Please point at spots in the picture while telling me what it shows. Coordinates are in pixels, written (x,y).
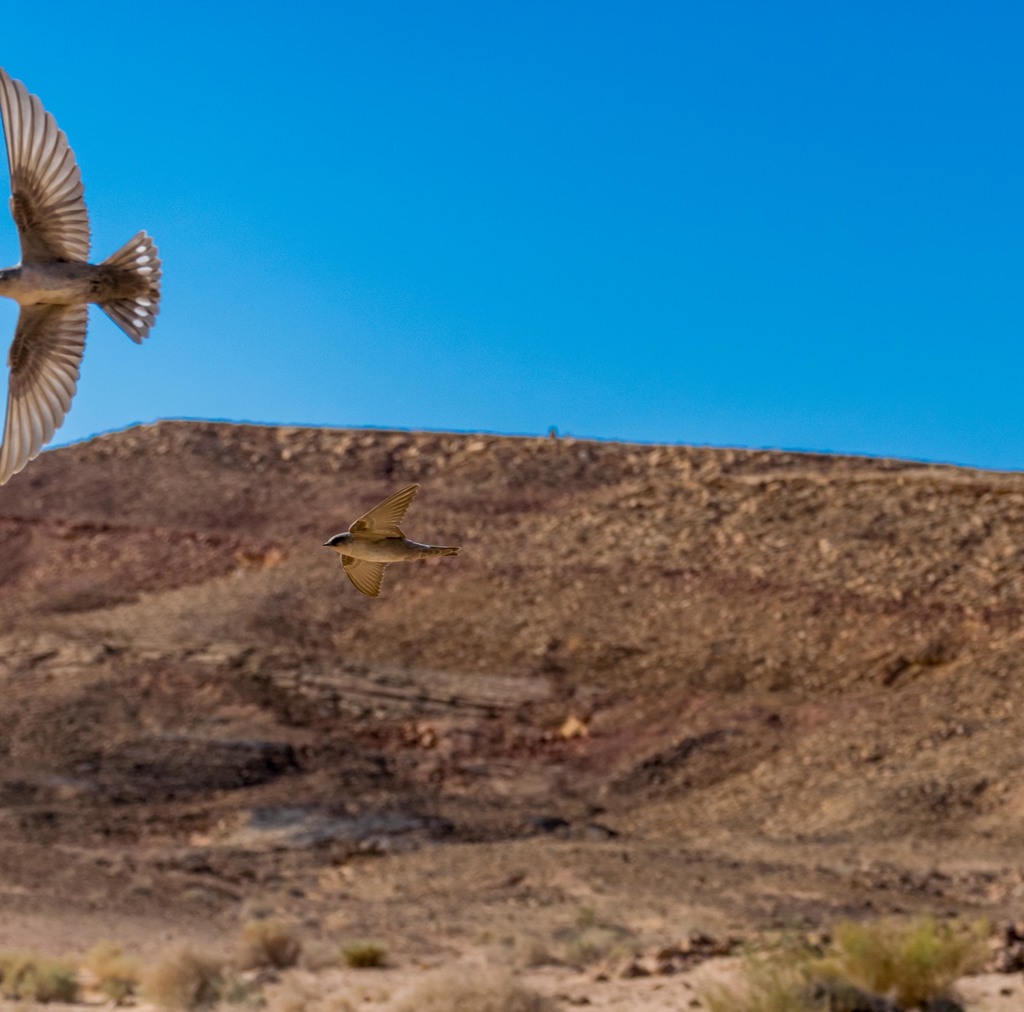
In this image, we can see birds (78,303) above the ground (421,778). There is a sky (634,189) at the top of the image (567,154).
